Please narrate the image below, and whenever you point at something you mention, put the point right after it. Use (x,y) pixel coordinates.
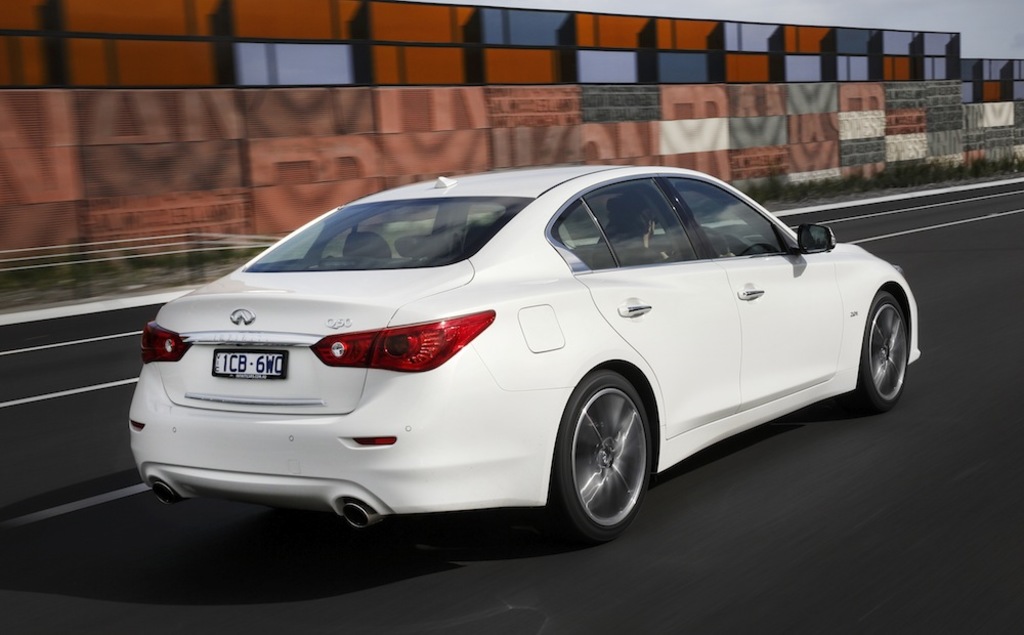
In this image I can see a white color car (799,351) visible on the road (856,446), at the top (604,144) I can see the wall (856,53) and the sky (724,19).
